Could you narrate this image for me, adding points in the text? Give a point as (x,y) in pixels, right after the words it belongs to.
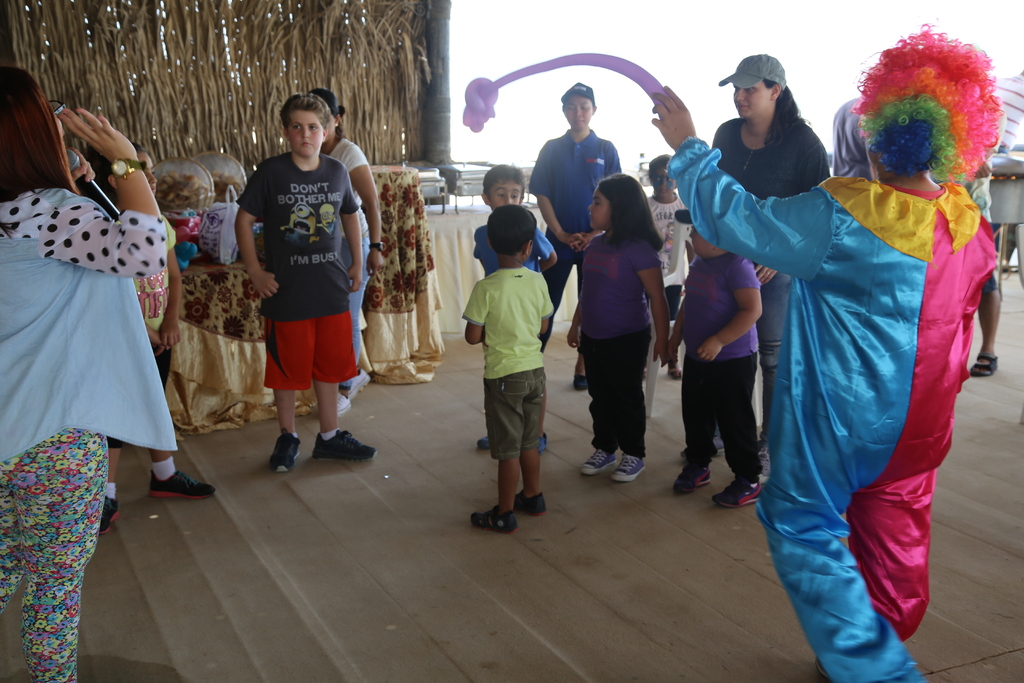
In this image there are group of people (315,334) standing, and also there are some children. On the right side of the image (868,299) there is one person (873,331) who is wearing some costumes (885,342), and in the background (406,195) there is a table (240,278). On the table (240,278) there are some objects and curtain (412,268), at the bottom (427,565) there is walkway (529,524) and in the background (339,50) it looks like a wall (200,68) and also other objects (1012,203).
